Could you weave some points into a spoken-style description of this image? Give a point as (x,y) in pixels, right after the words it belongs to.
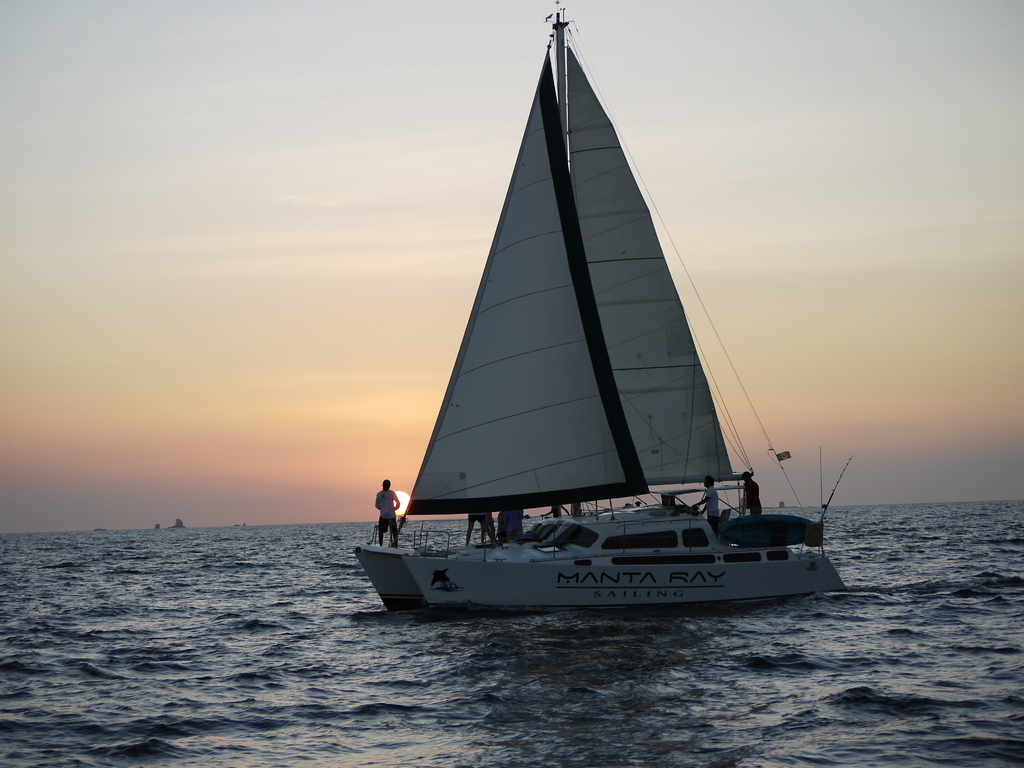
This image is taken outdoors. At the bottom of the image (334,549) there is a sea (142,588) with waves (329,656). In the background (318,195) there is a sky (290,226) with sun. In the middle of the image (483,444) there is a boat (412,573). There are a few people (708,503) in the boat (773,555).
